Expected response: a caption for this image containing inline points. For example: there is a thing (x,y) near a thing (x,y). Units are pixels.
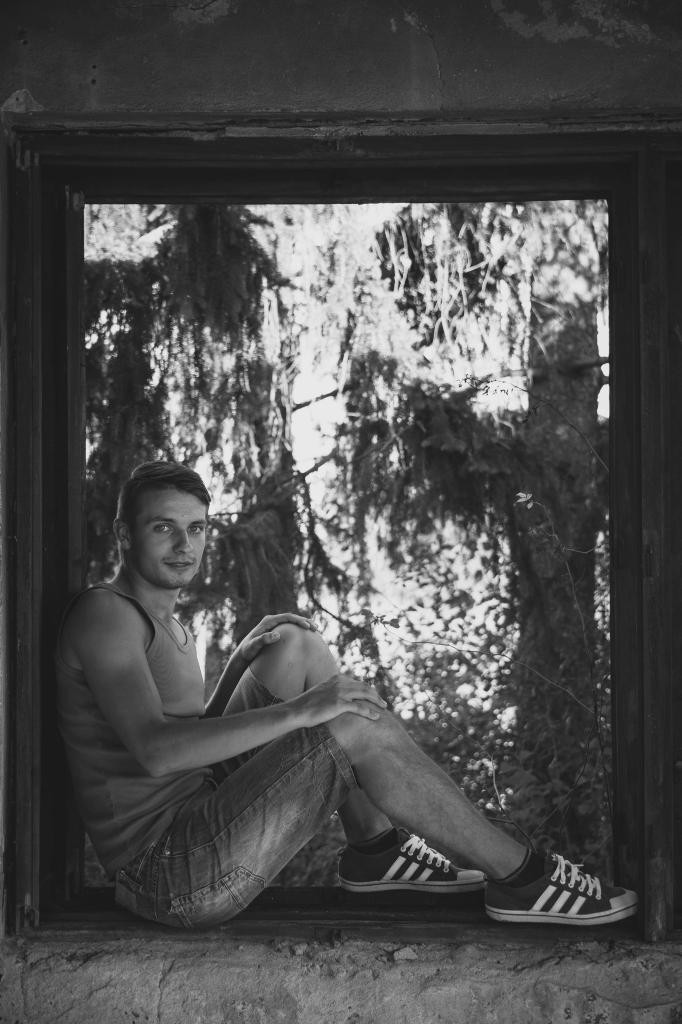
This is a black and white picture. We can see a man (194,799) sitting on the wall (163,926). He wore shoes (494,902). In the background (521,426) we can see tree trunk (529,435) and its blur.
